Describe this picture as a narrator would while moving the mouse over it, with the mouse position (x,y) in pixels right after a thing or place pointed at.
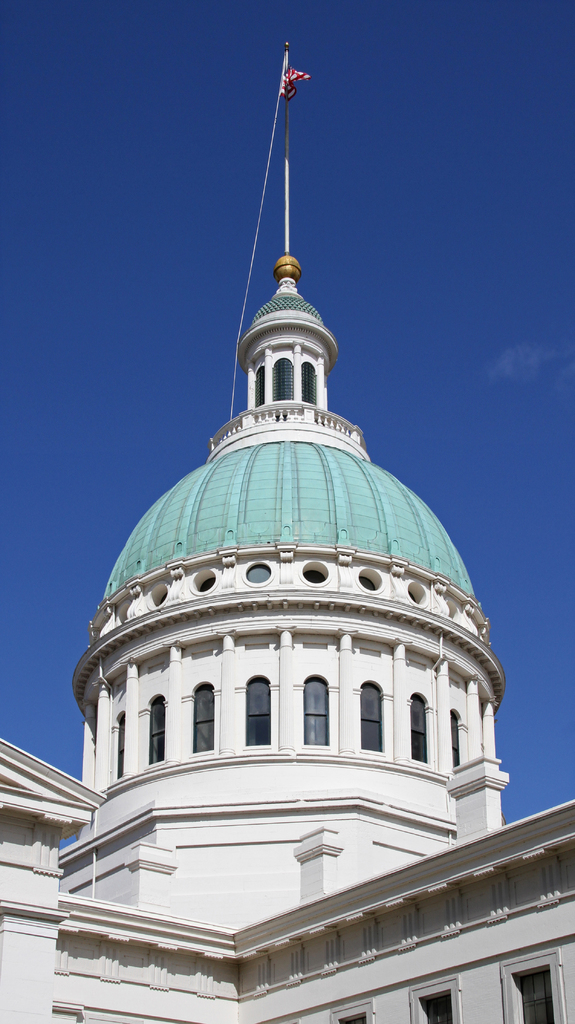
In this image we can see a white color monument (322,841) and we can see the flag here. In the background (542,682), we can see the blue color sky (28,632).
